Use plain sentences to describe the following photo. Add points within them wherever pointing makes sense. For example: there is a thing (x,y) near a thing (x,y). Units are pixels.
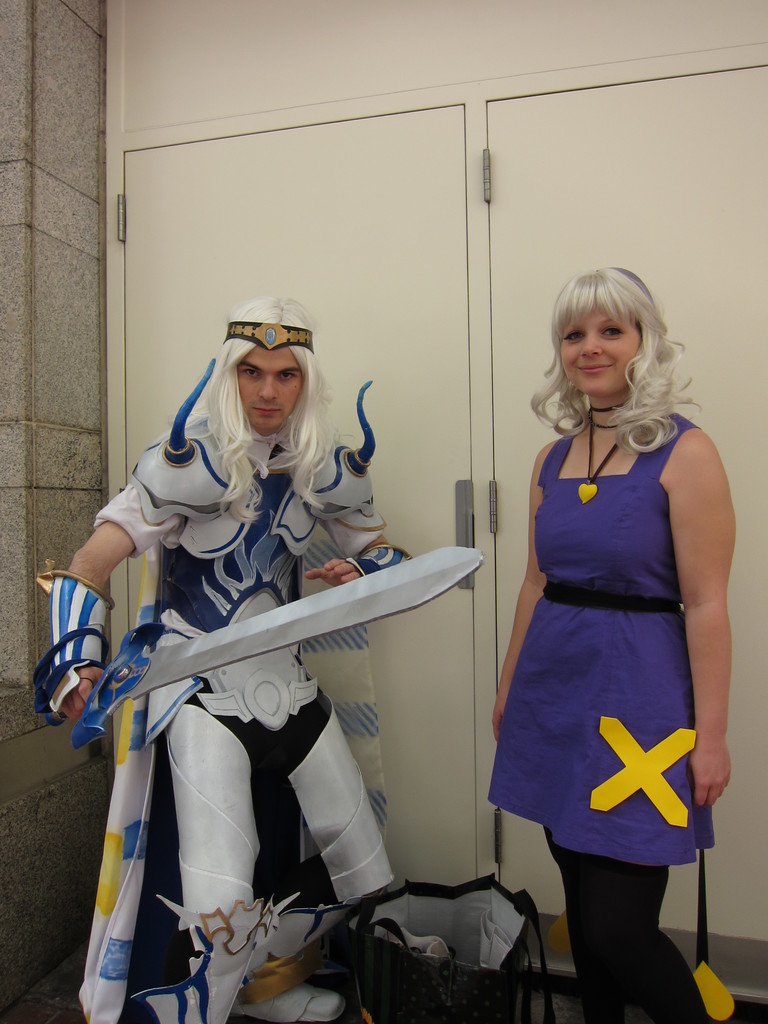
On the right side (564,560) there is a lady (510,679). And there is another person (290,450) wearing a costume (227,480) and holding a sword (248,636). In the back (325,254) there are doors (586,161).
